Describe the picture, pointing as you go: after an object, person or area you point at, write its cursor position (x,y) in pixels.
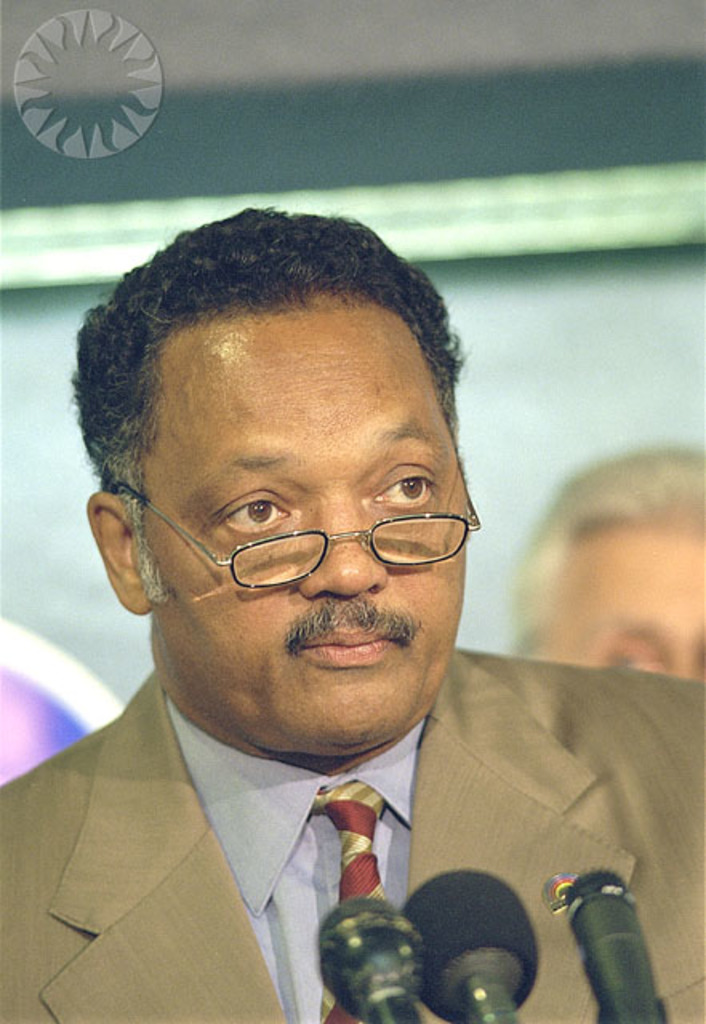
In this picture we can see a man (254,896) wearing a spectacle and microphones (483,1006) at the bottom of the picture (504,982). We can see a logo (53,122), a few things (76,274) and the head (543,556) of a person (548,583).
